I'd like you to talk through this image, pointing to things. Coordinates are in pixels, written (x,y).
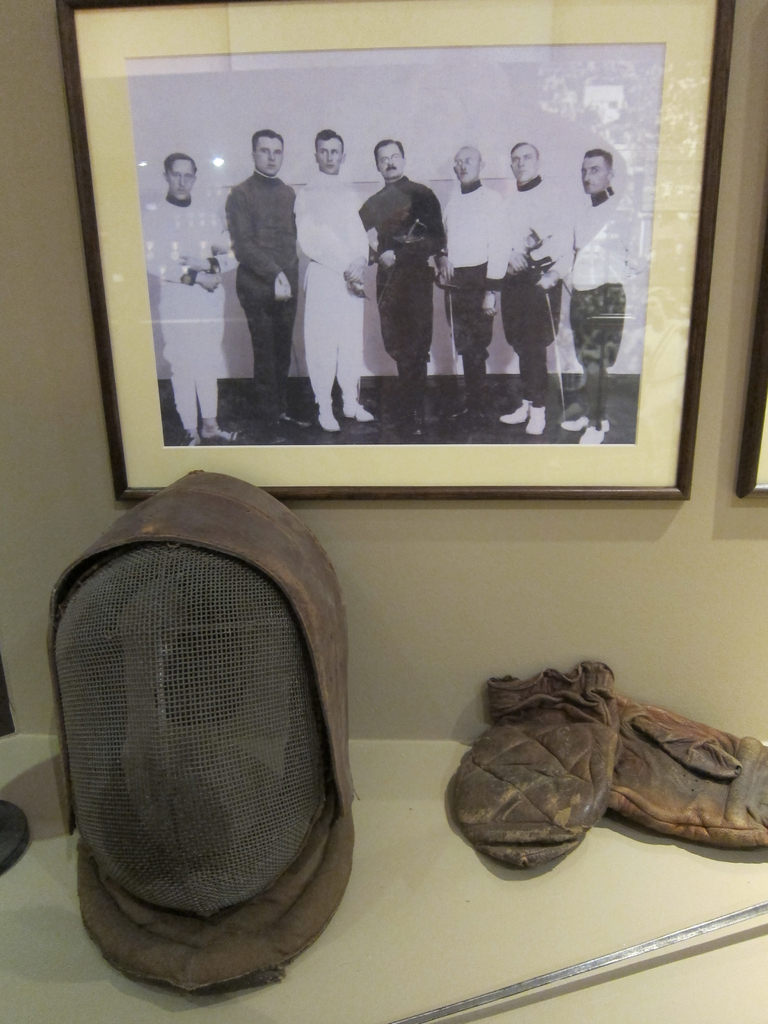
In the image we can see there is a photo frame (412,281) kept on the wall (43,375) in which there are men (487,287) standing in the photo frame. There are hand gloves (516,770), head mask (108,739) and an iron rod (651,946) kept on the table (438,848).
